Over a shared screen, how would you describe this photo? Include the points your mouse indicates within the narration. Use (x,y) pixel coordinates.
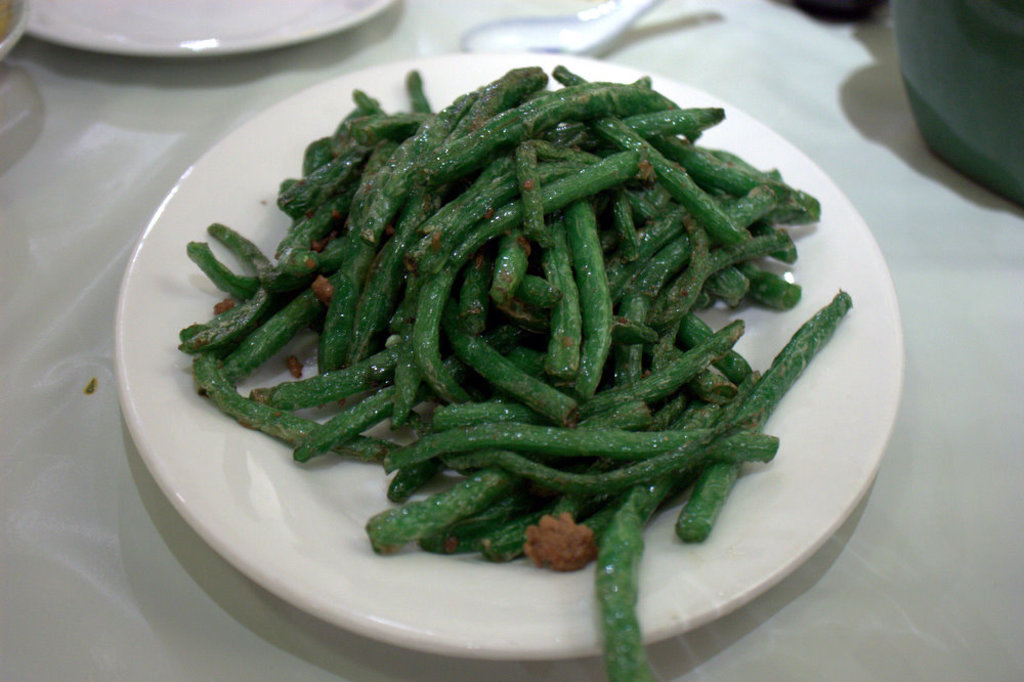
In this image we can see some food (464,373) in a plate (189,311) which is placed on the table (663,46). We can also see a plate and a spoon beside it.
